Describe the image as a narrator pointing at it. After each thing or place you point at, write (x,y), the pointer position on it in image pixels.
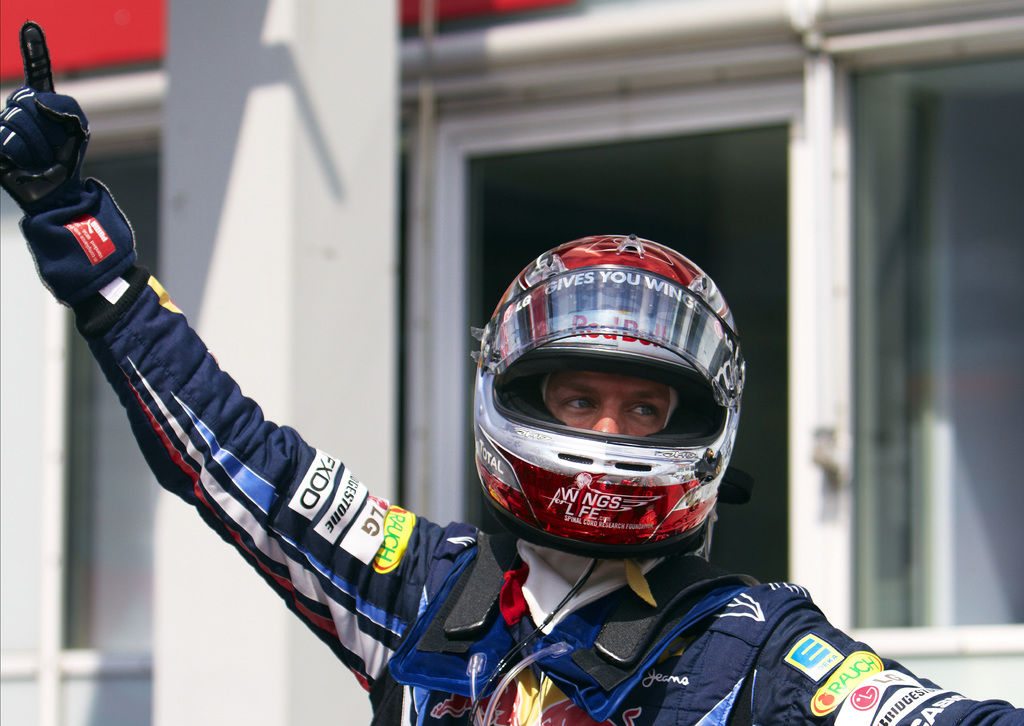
In this image I can see a person (532,628) wearing blue, white and red colored dress (357,611) and a helmet (629,523) which is red and white in color. In the background (466,301) I can see the building (396,215) which is red and white in color and few windows (563,132) of it.
